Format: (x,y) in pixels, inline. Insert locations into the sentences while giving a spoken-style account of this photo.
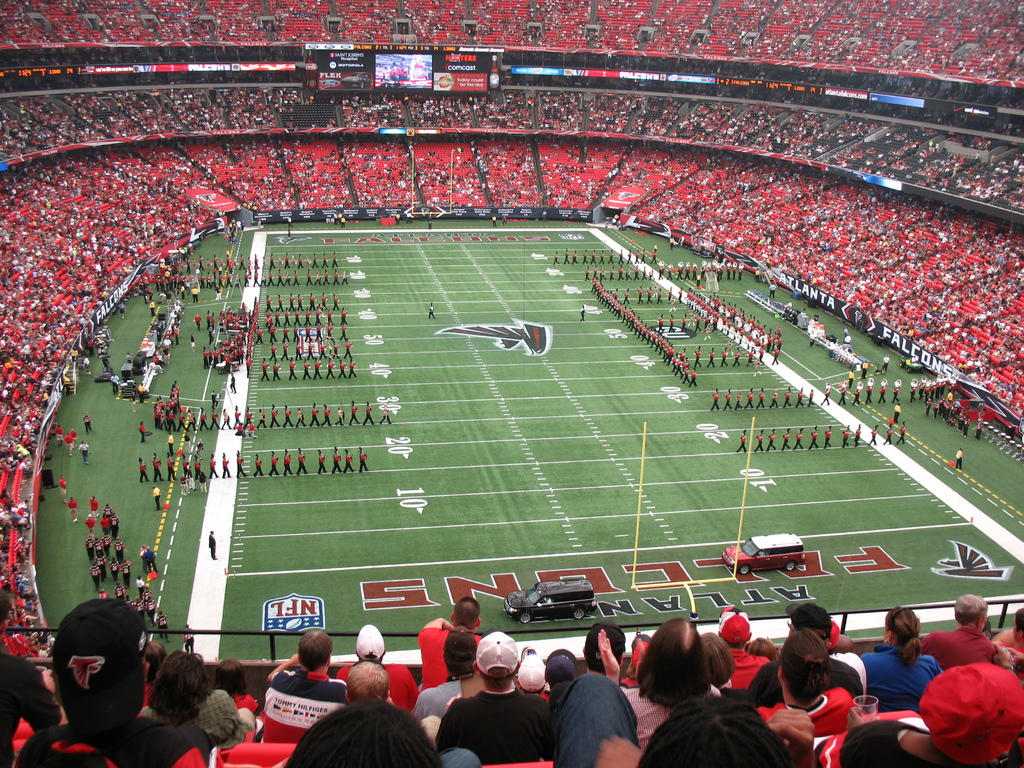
In this picture we see a stadium (840,373) with green grass (678,478) and players (213,427) on it surrounded by audience (578,716) wearing red shirts (983,182). At the top (469,94) we can see the display (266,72) and the scoreboard (559,67).
